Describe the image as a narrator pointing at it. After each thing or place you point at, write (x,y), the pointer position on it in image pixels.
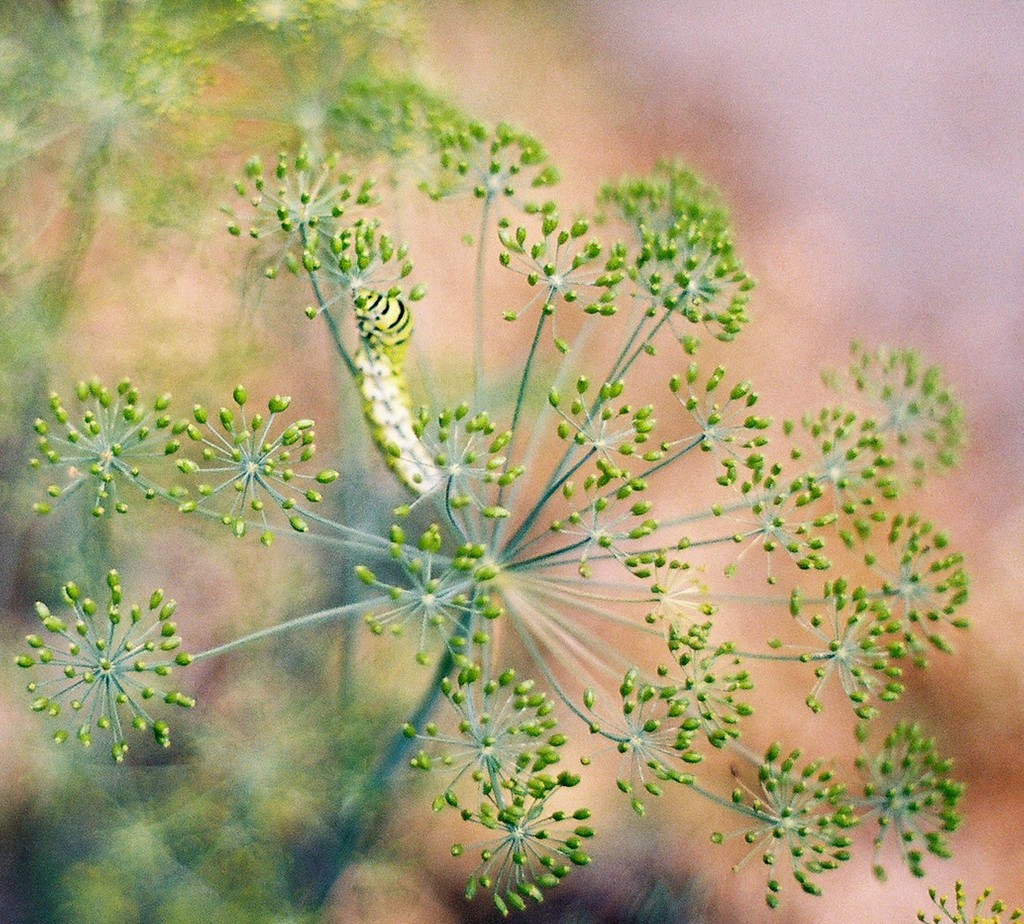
This is the zoom-in picture of the plant (807,485), where we can see one insect (403,415) is sitting on the stem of the plant (268,452).
